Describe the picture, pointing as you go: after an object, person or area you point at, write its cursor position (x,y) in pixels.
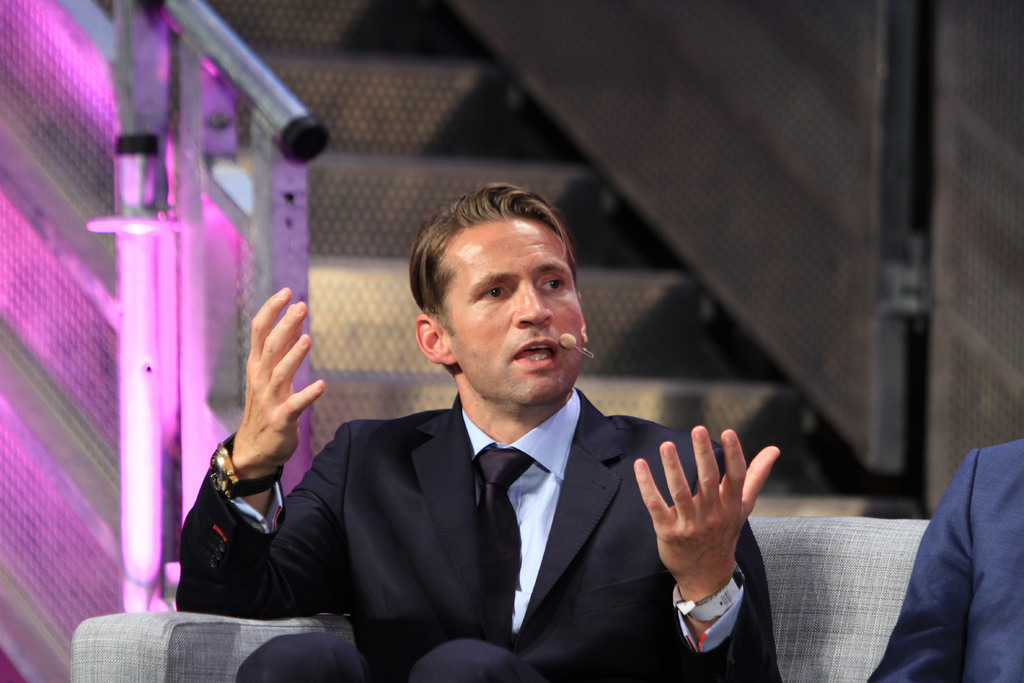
In this image in the middle (532,376), there is a man (573,470), he wears a suit (566,526), shirt (473,453), tie (493,530), he is sitting. On the right (995,506) there is a man (999,558), he wears a suit (954,585), he is sitting on the sofa (825,579). In the background (613,172) there is a railing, staircase (555,150).
